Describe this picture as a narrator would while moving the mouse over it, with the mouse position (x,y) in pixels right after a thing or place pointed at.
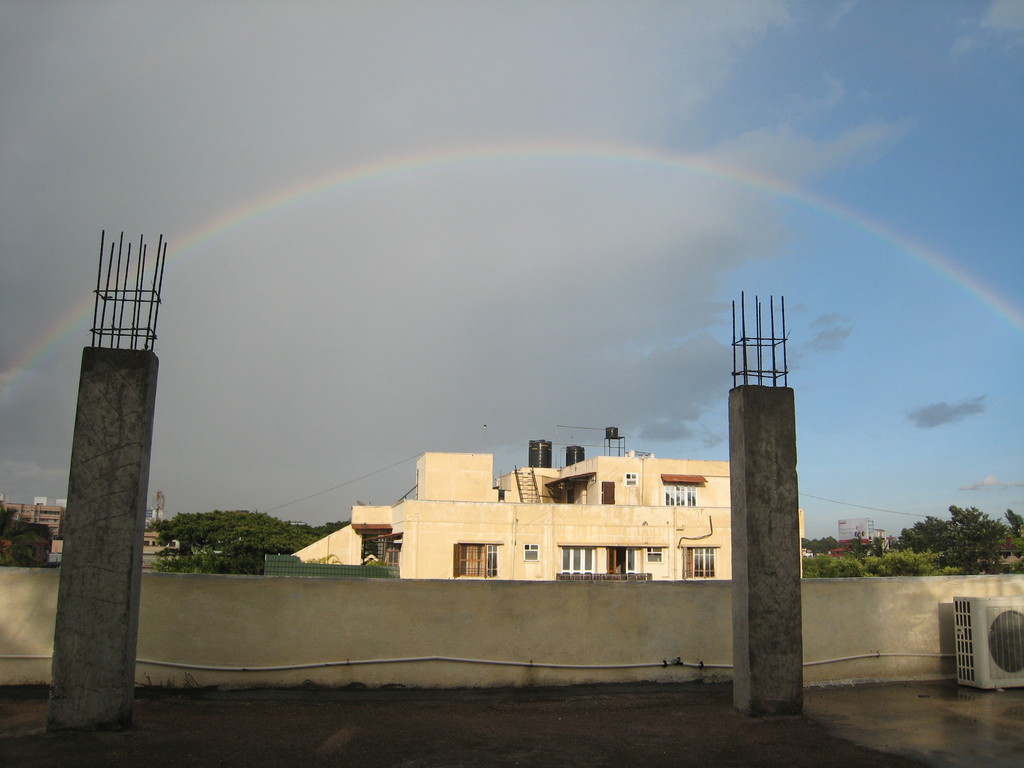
In the foreground of this image (416,728), there is a slab (359,724), two pillars (749,582) and an AC (967,655) on the right (960,669). In the background (566,529), there are buildings (152,549), trees (922,540), cables (919,512), rainbow (920,257) and the sky (613,94).
